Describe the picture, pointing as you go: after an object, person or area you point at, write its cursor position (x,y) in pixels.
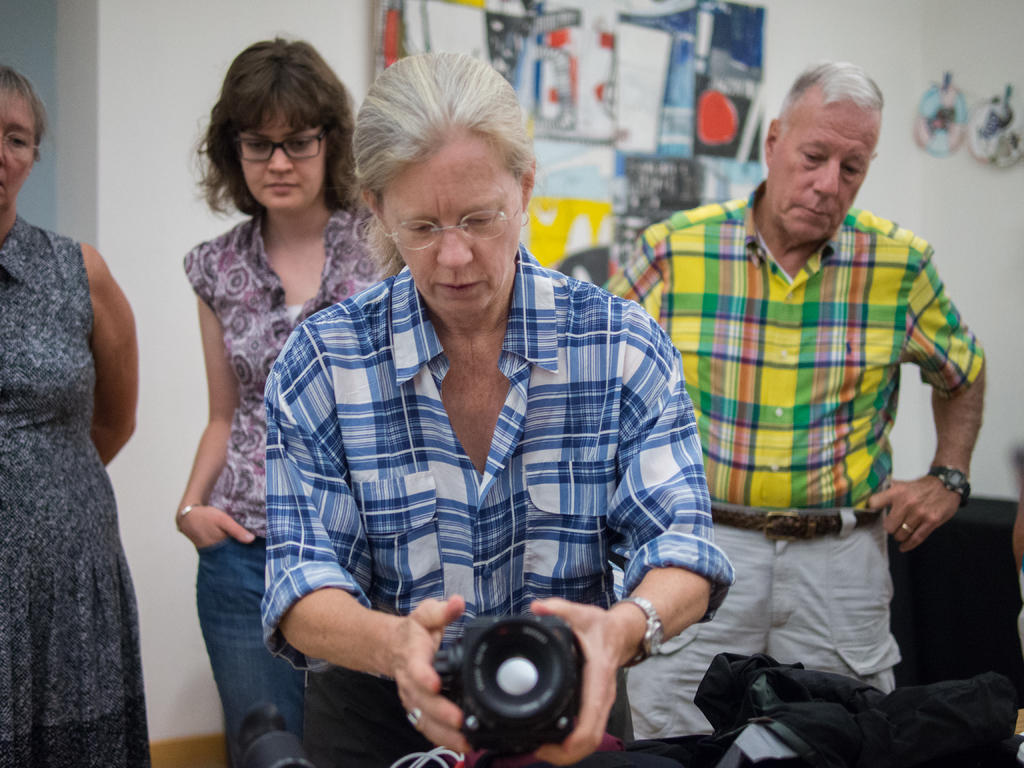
This image is clicked in a room (45,161). There are 4 persons (719,389) in this image. man (783,338) is standing on the right side (857,454), three women (451,322) at standing. Two around left side (292,267) and the one who is holding a camera (543,670) is in the middle (362,365). Behind them there are papers (616,177) pasted on the wall (164,169).
